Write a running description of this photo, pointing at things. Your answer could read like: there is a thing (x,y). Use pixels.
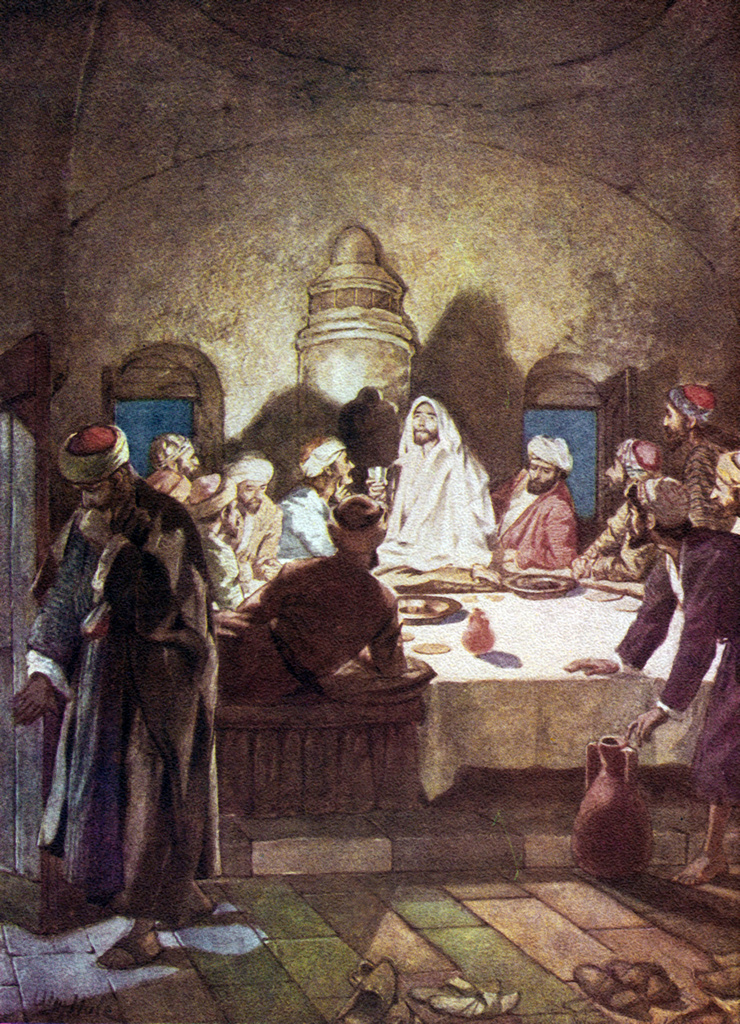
This looks like a painting. I can see two people (688,671) standing. This looks like a pot (631,854). I think these are the shoes (461,1004), which are on the floor (564,958). There are group of people (414,479) sitting. This looks like a blanket (533,676). I can see the plates (432,615) and few other things (439,652) placed on it.
